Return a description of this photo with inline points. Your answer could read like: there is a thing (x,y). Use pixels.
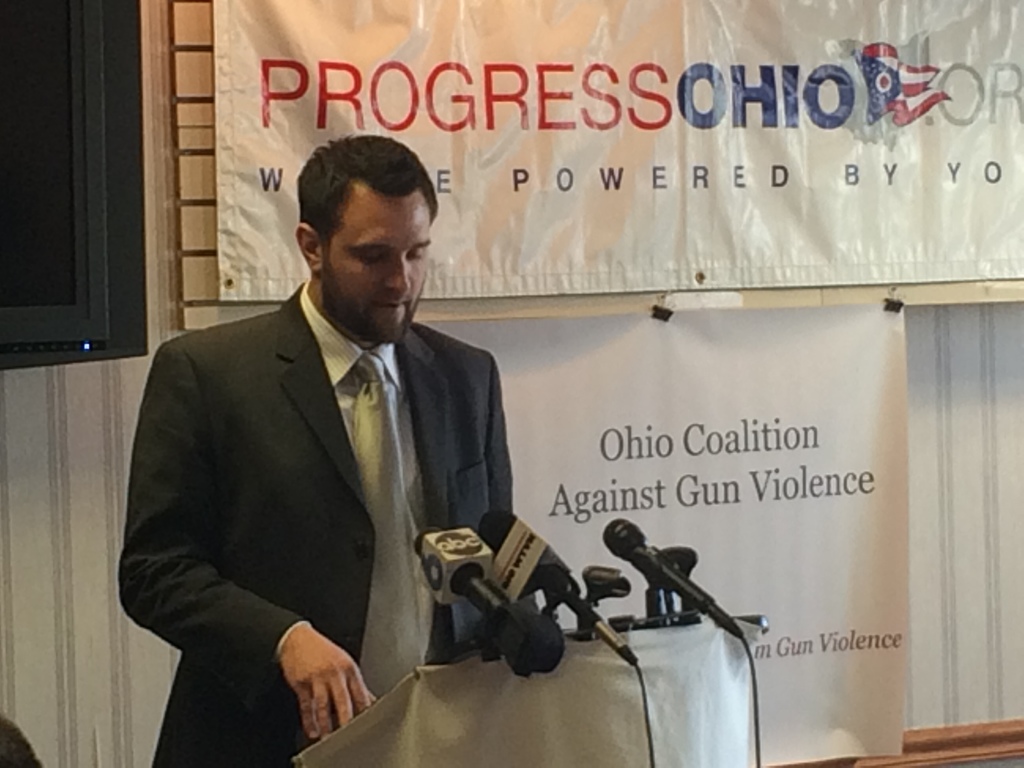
In this image I see a man (240,469) who is wearing black suit (255,525) and I see that he is standing in front of a podium (520,723) on which there are mics (544,574). In the background (506,21) I see banners (760,410) on which there are words (773,474) written and I see the wall (1016,699).
